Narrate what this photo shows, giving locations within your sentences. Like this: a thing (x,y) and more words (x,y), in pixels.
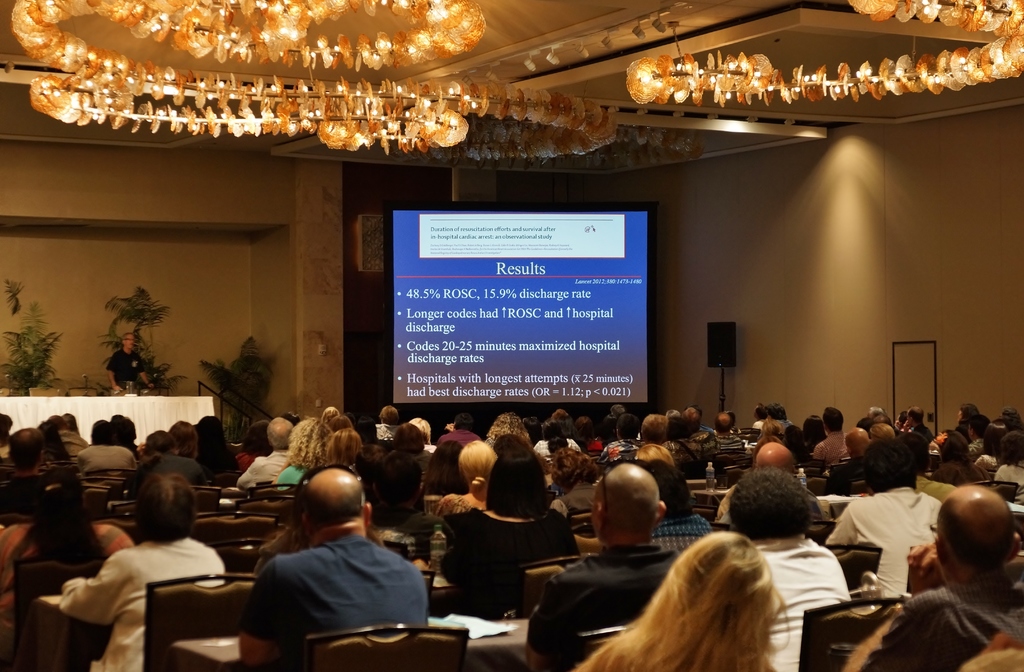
In this image we can see some persons (920,527), bottles (432,560), chairs (817,523) and other objects (865,579). In the background of the image (315,290) there is a person (125,349), screen (412,295), chair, plants (221,376), wall (974,262) and other objects (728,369). At the top of the image (388,100) there is the ceiling (375,76), lights (928,57) and some decorative objects (465,8).
